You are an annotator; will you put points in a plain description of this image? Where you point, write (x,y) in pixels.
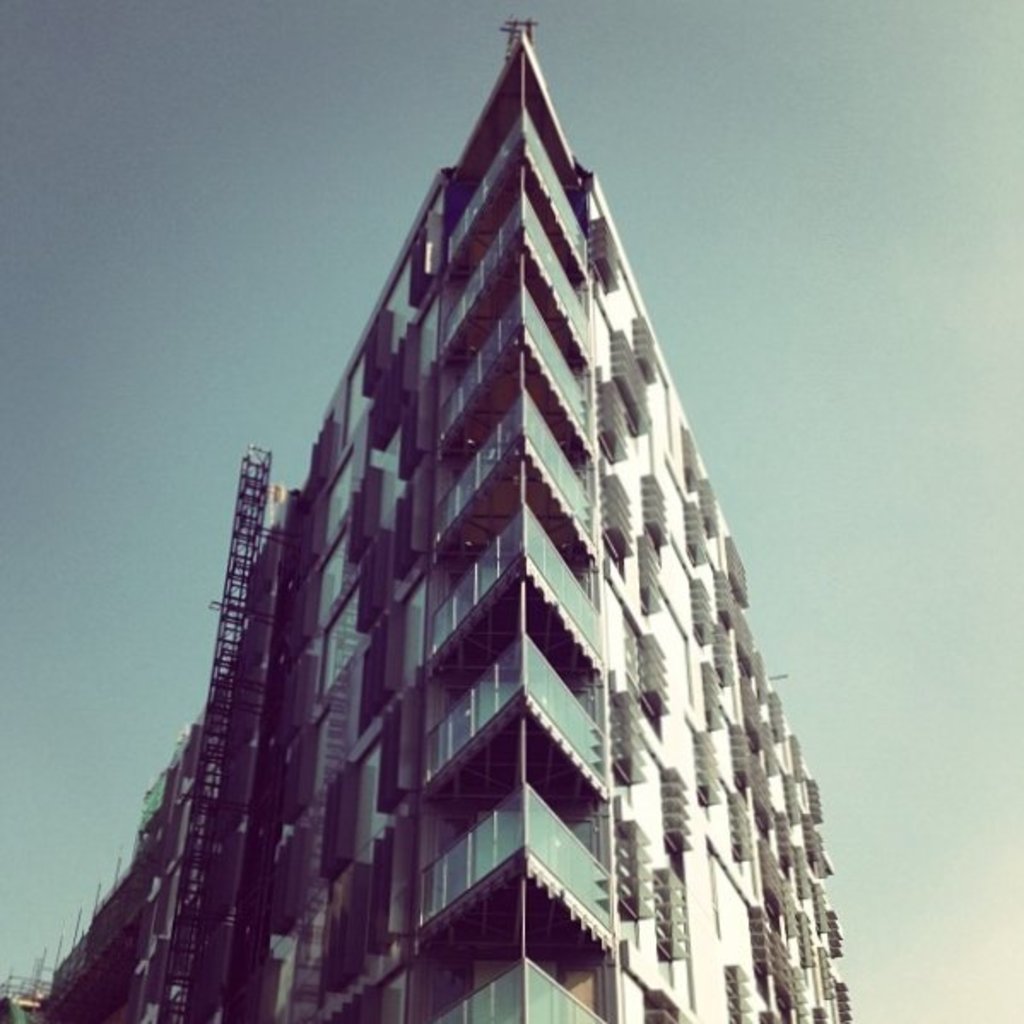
This is an outside view. Here I can see a building (538,539). On the top of the image (773,231) I can see the sky (773,231).
